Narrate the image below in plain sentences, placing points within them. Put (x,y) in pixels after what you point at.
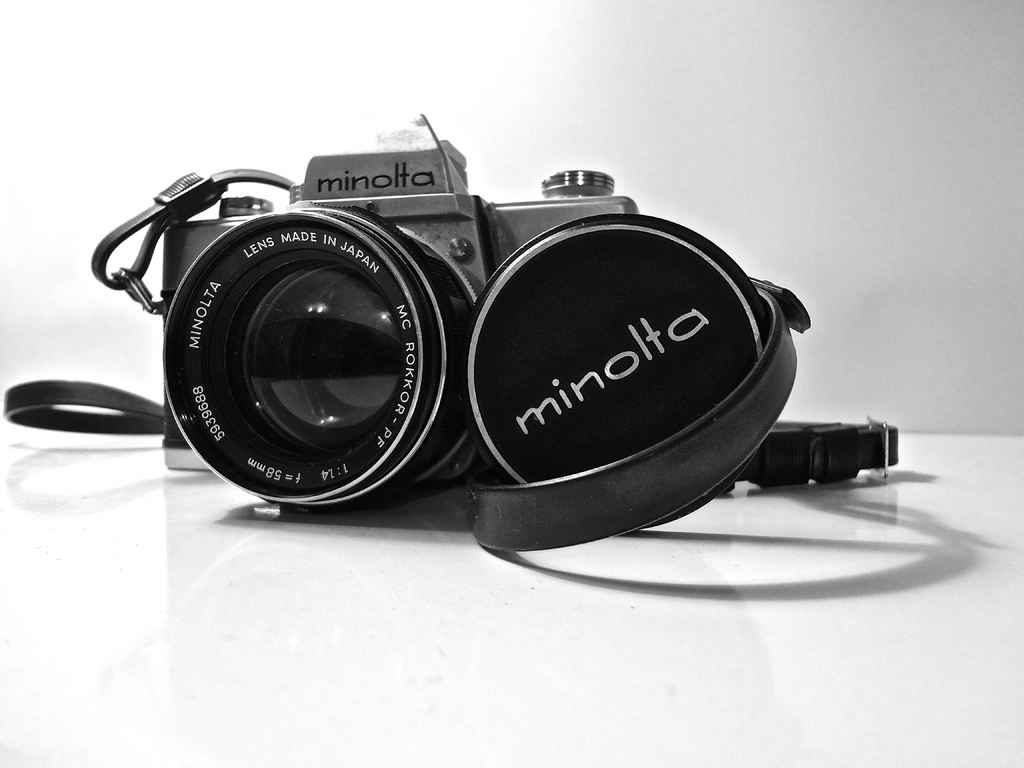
In this image we can see a camera (451,343) with strap (718,482) and white background (165,39).
